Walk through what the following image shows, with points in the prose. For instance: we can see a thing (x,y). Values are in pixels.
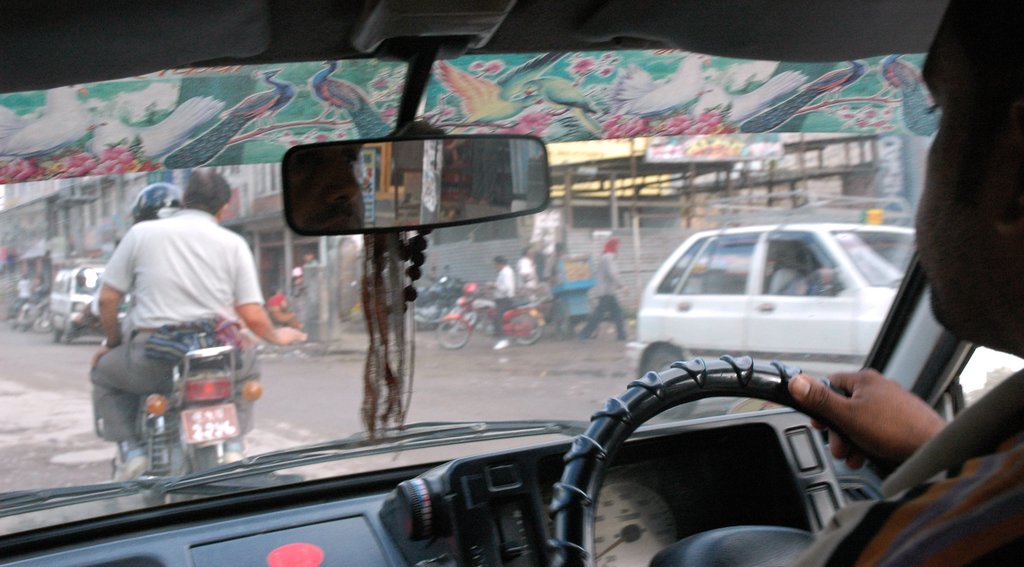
This is the picture on the road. There is a person (927,521) on the right side of the image (968,458) is driving the vehicle (686,484). At the back (183,354) there are many vehicles (195,417) on the road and there is a building (47,223) at the back (91,206) and in the vehicle (419,85) there is a mirror (363,162).
